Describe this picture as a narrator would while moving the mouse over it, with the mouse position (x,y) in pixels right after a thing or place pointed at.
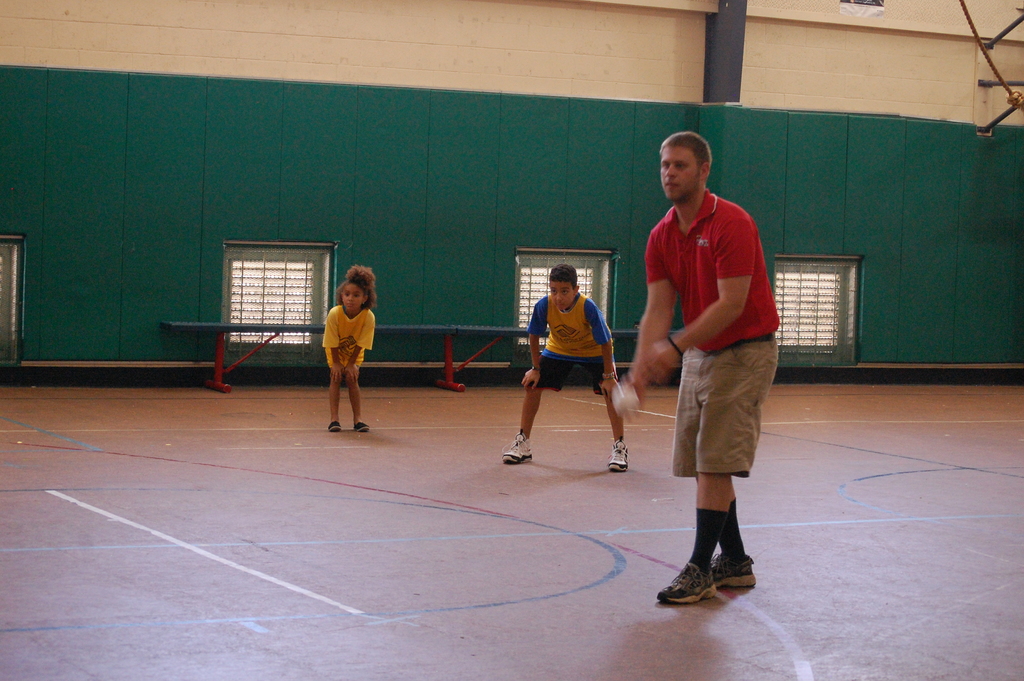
As we can see in the image there is a gym (410,234), windows (576,261), three people (696,298) over here. The man (700,310) standing in the front (705,337) is wearing red color t shirt (711,282) and holding a white color ball (624,396).
